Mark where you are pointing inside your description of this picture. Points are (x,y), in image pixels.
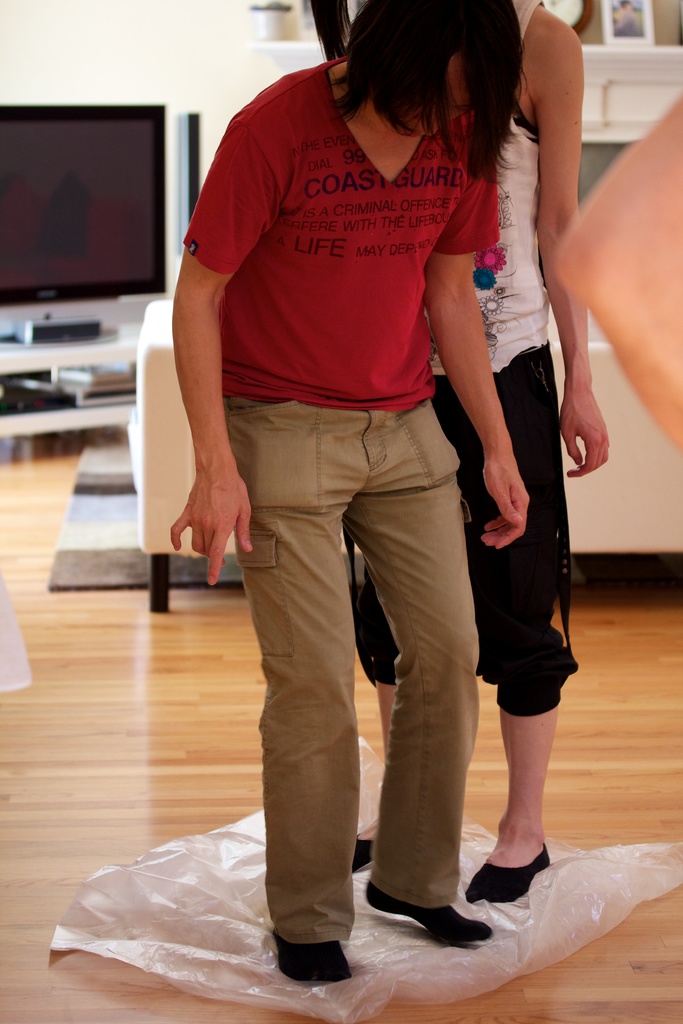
In this image there are two people (378,506) standing on the cover (363,877). Behind them there is a sofa (614,371). There is a TV (127,270). There is a stabilizer (51,329) and a few other objects (60,380) on the table (34,366). At the bottom of the image (105,690) there is a floor (82,682). On the right side of the image (670,376) we can see the hand (658,372) of a person (658,372). In the background of the image (639,16) there is a photo frame (627,27) and a few other objects (257,7) on the platform (632,87). There is a wall (114,12).
